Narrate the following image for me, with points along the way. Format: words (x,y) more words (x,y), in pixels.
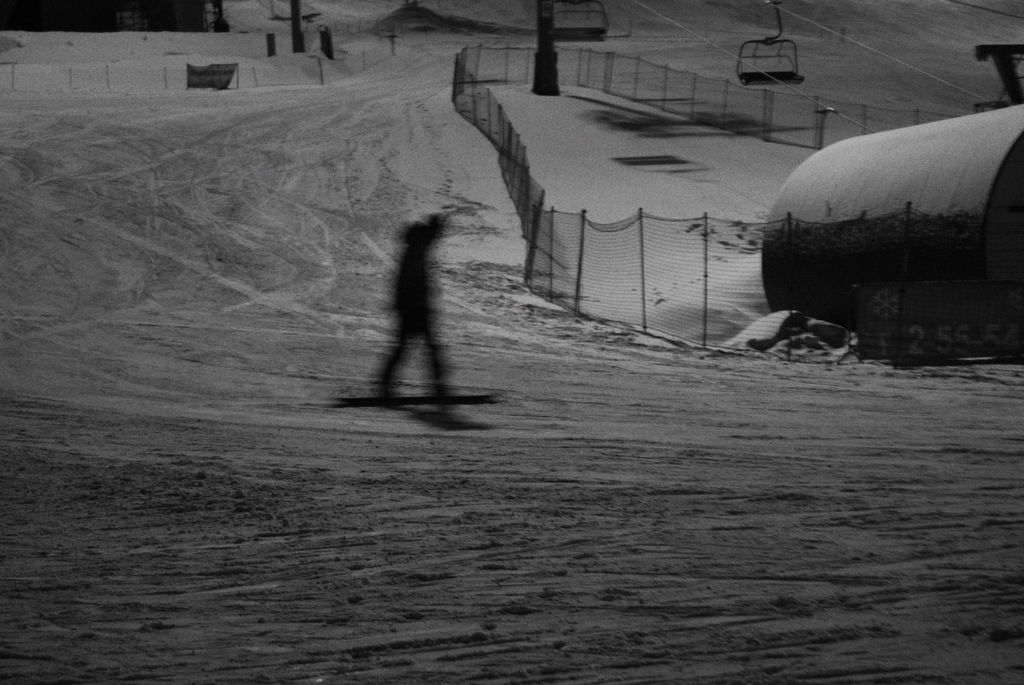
There is a person (433,283) who is riding snowboard (429,402) on the snow surface (534,435) of a ground (224,358). In the background (613,270), there is a fencing (794,123), near an object (866,136) and there are other objects (94,30).
